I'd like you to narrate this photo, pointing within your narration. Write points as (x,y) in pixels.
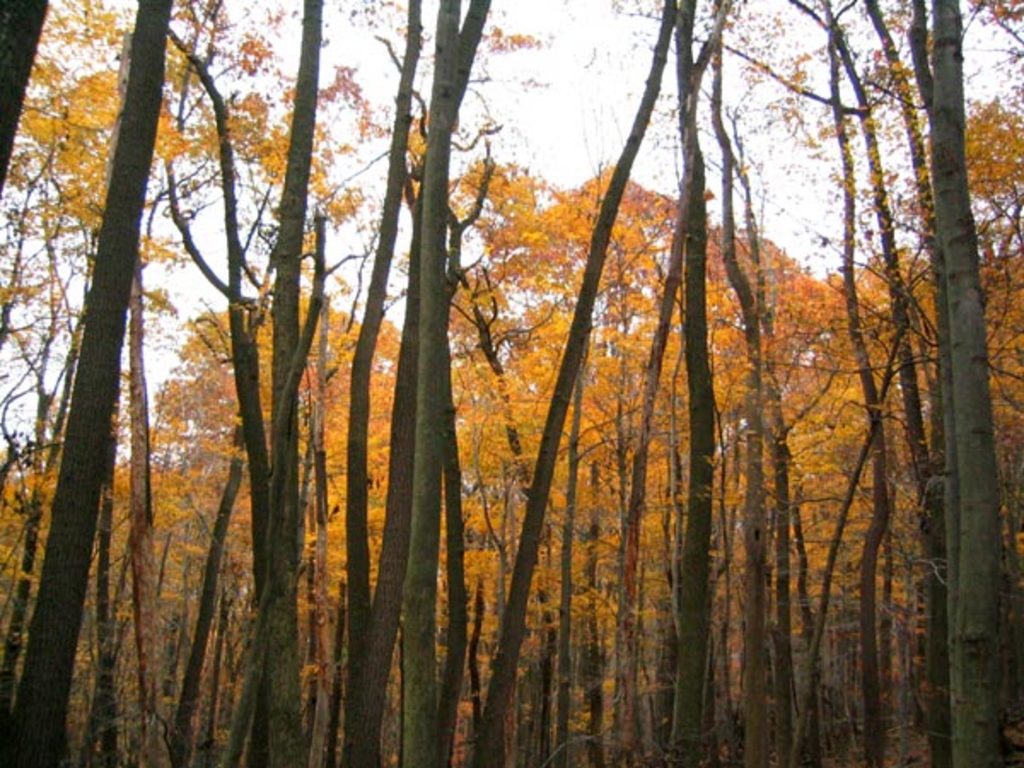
In this picture I can observe trees (346,415) in the middle of the picture (595,360). In the background (579,117) I can observe sky (485,117).
